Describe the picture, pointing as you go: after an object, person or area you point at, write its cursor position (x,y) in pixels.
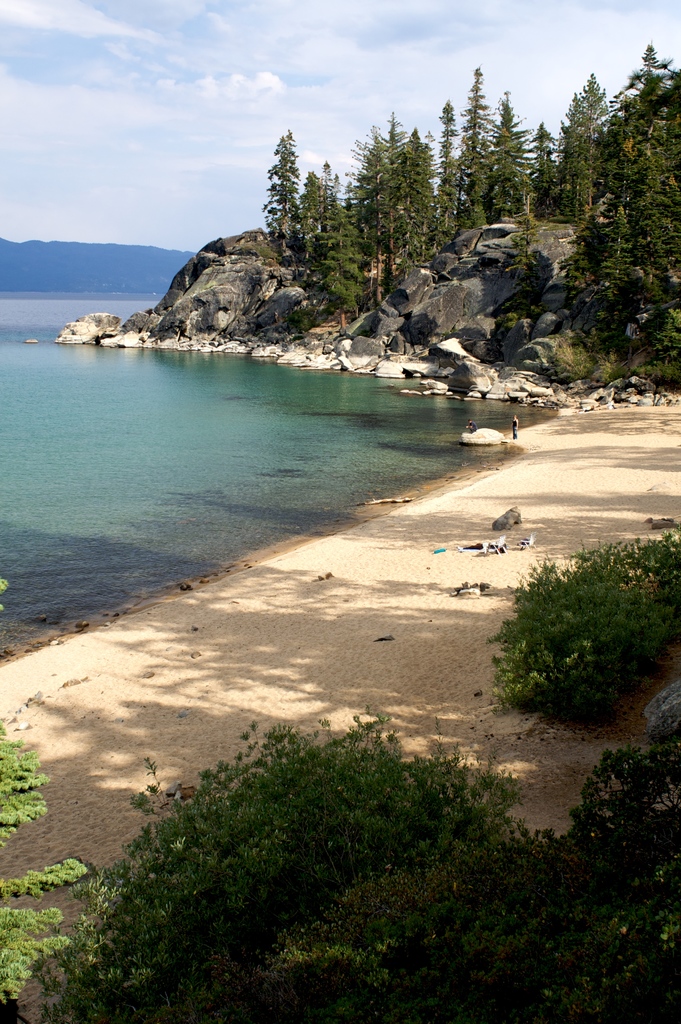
At the bottom of this image (352,978), there are trees (34,800) and plants (571,621) on the ground (547,728). In the background (62,424), there is water (70,422), there are persons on the sand surface (388,620), there are mountains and there are clouds (250,65) in the sky (206,62).
